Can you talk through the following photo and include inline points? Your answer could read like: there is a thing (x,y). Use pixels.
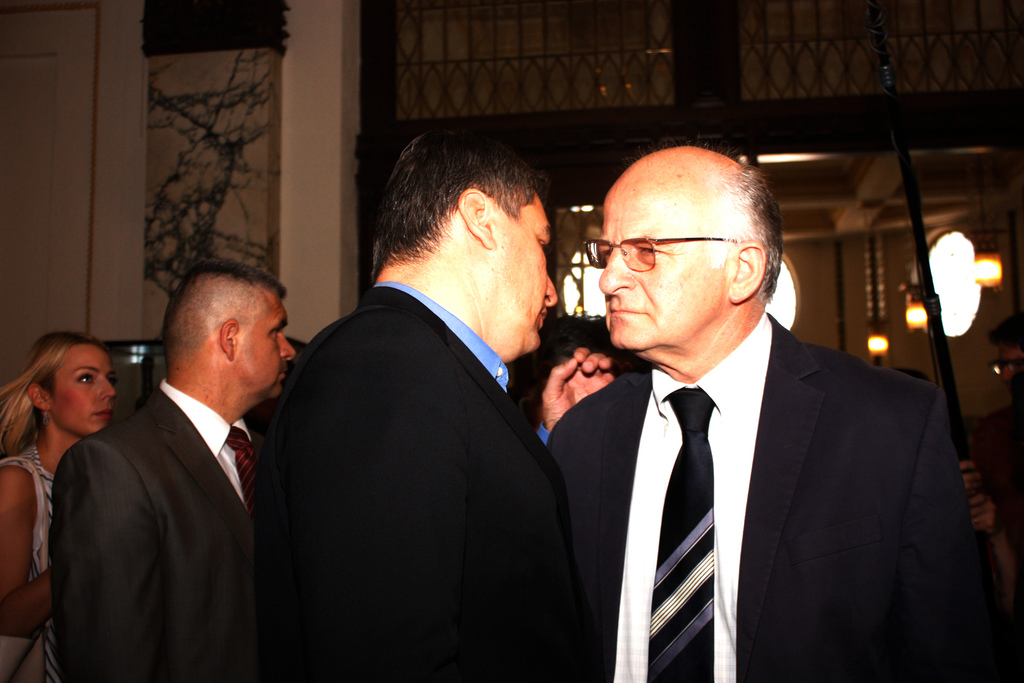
In this image there are group of persons (649,429), there are three persons (396,493) wearing the suit (529,544), there is a person (982,510) towards the right of the image (974,463) holding an object (921,275), there are lights (920,299) behind the persons (988,496), there is a wall (323,183).
